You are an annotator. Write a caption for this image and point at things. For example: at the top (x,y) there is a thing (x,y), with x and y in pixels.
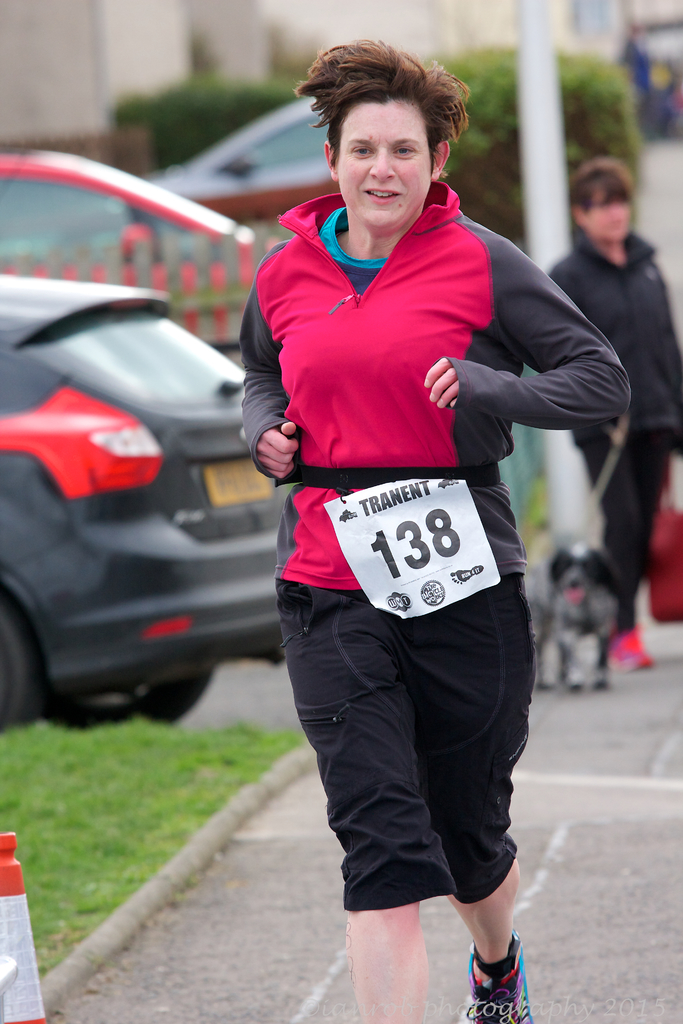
In this image in the front (358,458) there is a person (342,389) running and on the left side (148,718) there's grass (128,820) on the ground (109,823) and there is a stand (15,907) which is white and red in colour. In the background (97,540) there are cars (252,170), plants (141,103), there is an animal (578,564) and there is a person (638,398) and there is a fence (223,268), there is a pole (540,116) and there is a wall (328,31) and there is an object (660,573) which is red in colour. In the front (412,563) on the person (322,430) there is a paper (410,559) with some numbers (422,548) and text (373,510) written on it.
